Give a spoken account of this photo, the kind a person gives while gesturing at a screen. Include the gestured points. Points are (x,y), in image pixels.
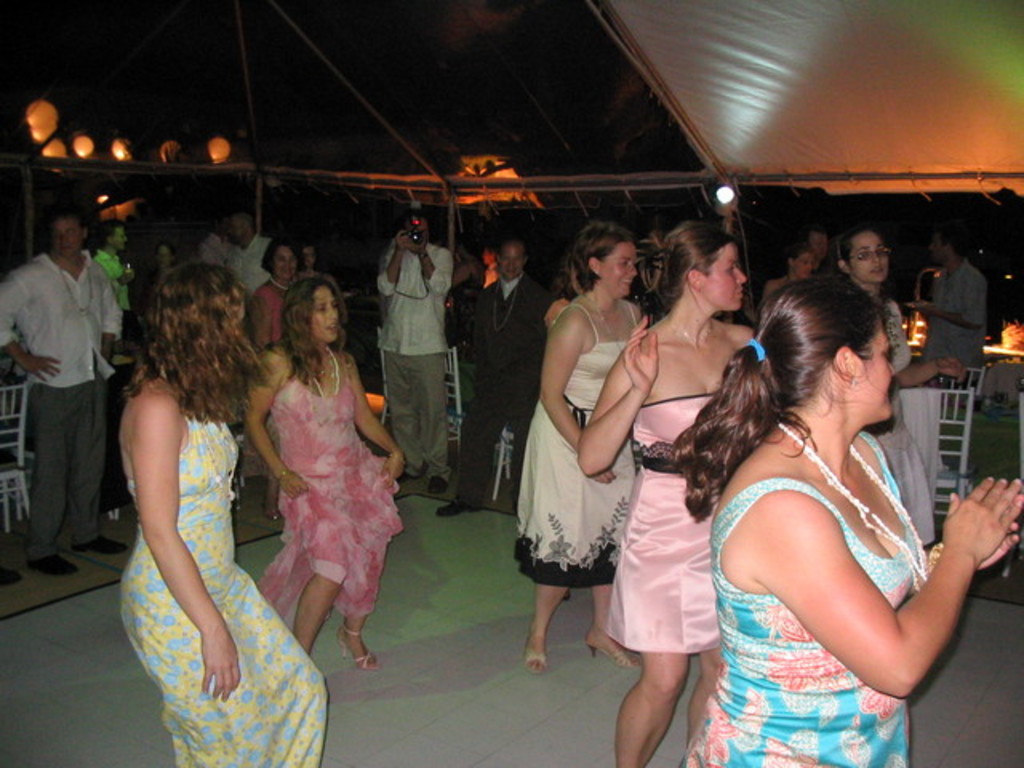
Here in this picture we can see a group of women (567,388) dancing on the floor (261,526) and behind them we can see tables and chairs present and we can also see men (106,248) standing and watching them and in the middle (425,271) we can see a person (403,252) clicking photographs with camera (415,242) in his hands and above them we can see a tent (480,12) present and we can see lights (34,105) also present.
